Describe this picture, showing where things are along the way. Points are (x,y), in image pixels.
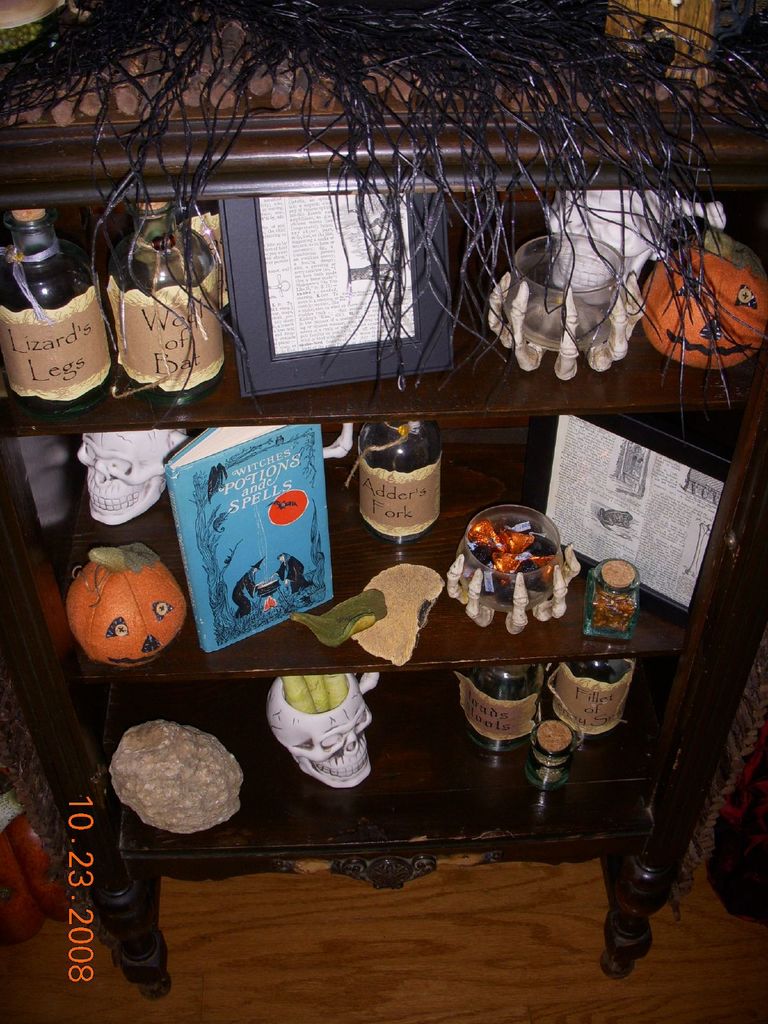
There is a wooden stand (422,768) with racks (412,760). On the racks (363,553) there are some bottles (78,341) with labels (48,348) on that. There are photo frames (676,531), book (314,528), toy pumpkins (652,312) and many other items (347,629). On the left corner (72,884) there is date (76,874). On the top (314,90) there is some decorative item (259,90) on the stand (227,135).
